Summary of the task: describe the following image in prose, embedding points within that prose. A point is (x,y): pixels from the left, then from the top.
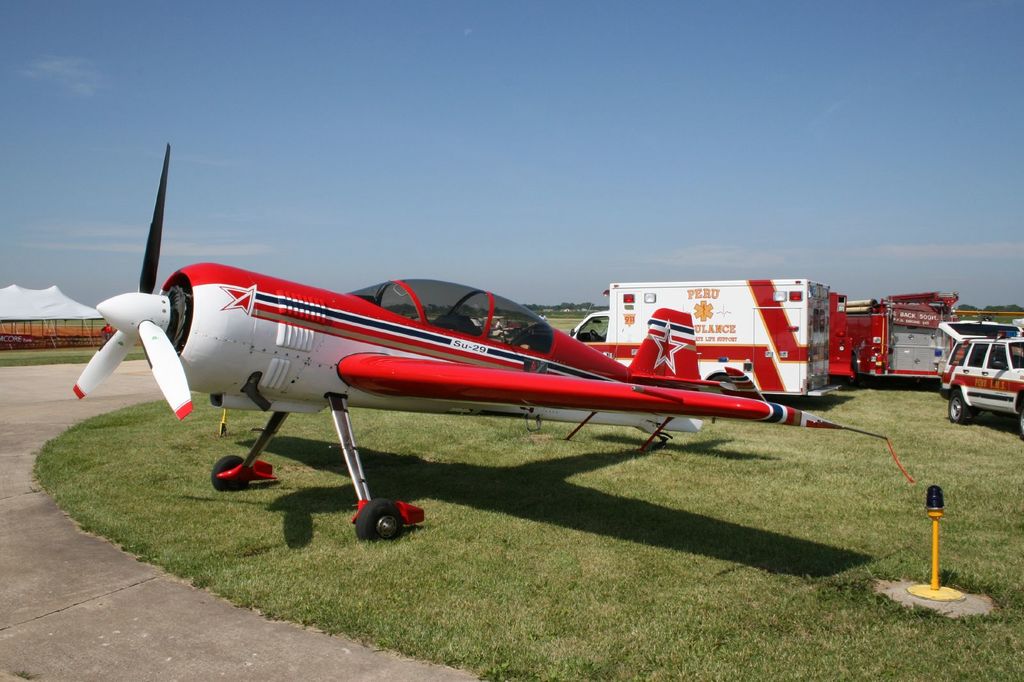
In the foreground of this image (481,436), there is an airplane (649,433) and few vehicles (798,364) on the grass (530,539). On the right (936,508), there is a light (936,516) to the stand (936,530). At the bottom (183,639), there is a road (37,636). In the background (14,303), there is a tent (52,288) and the sky (515,158).
